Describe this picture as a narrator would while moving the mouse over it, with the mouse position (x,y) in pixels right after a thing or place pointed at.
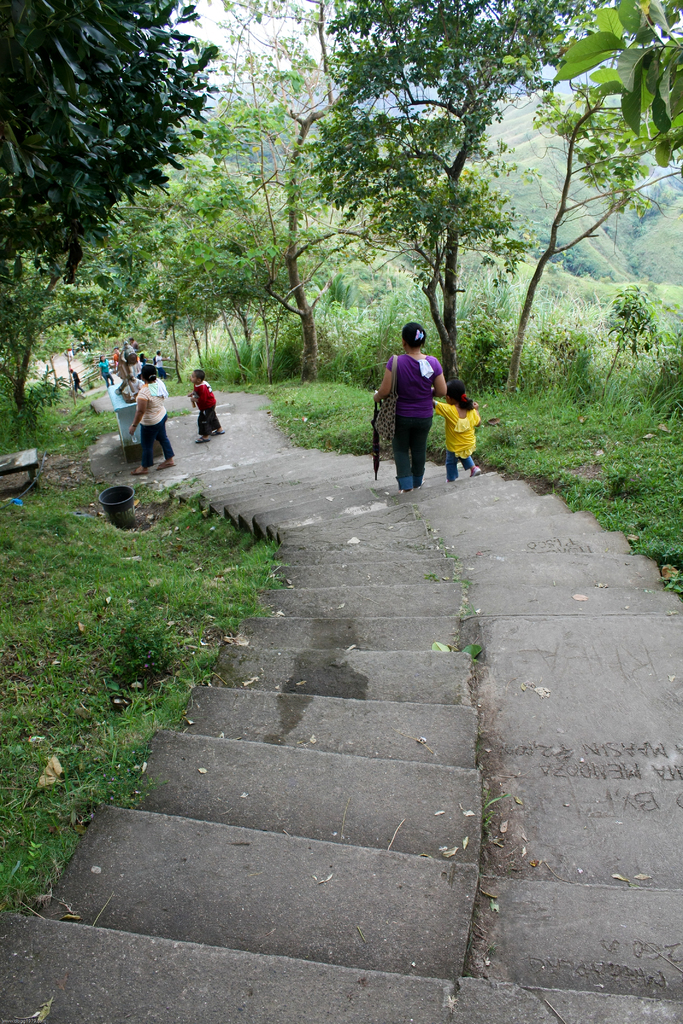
In the background (562,81) we can see the sky (465,6) and its full of greenery (604,225). In this picture we can see the stairs (357,565) and the people (472,438). On the right (575,299) and left side of the picture (107,197) we can see the people (426,406), plants (159,341) and green grass (651,362). On the left side (135,450) we can see a black color object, table (30,450) and blue object (124,437). We can see a woman (406,383) holding an umbrella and we can see a bag (381,430). Beside to her we can see a child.
